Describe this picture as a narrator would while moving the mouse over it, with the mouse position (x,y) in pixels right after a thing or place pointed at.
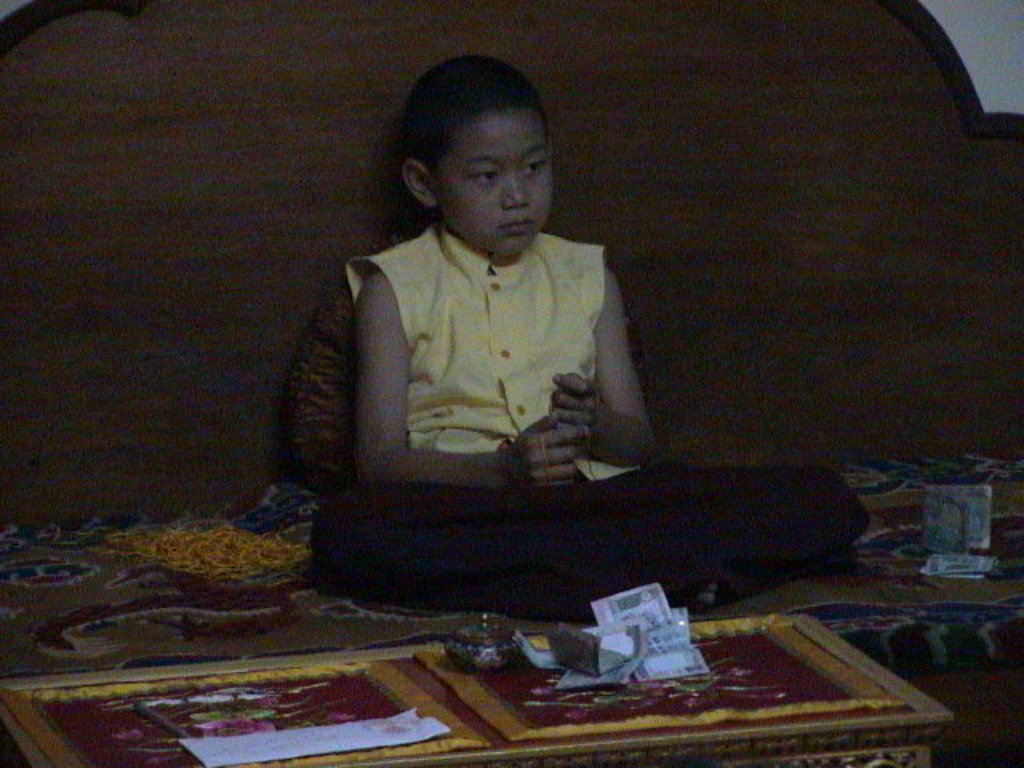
This image is clicked in a room (383,115). There is a boy (441,575) sitting on a couch (251,524). In front of him, there is a table (571,712) on which money (591,638) are kept. In the background (690,77), there is a wooden plank (262,54) and wall (1001,70).
